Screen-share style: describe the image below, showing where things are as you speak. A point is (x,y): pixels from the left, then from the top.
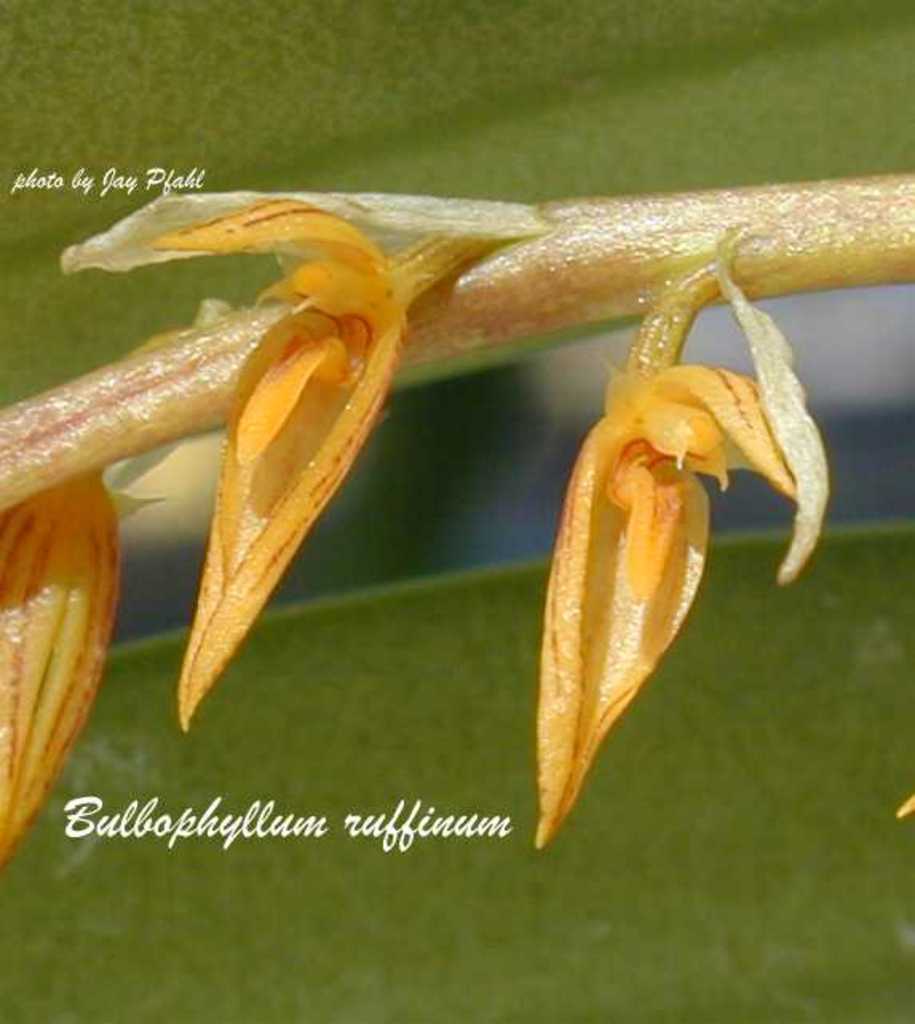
In this picture we can see a few flowers (353,372) on the stem (909,246). There is a text (46,174).
